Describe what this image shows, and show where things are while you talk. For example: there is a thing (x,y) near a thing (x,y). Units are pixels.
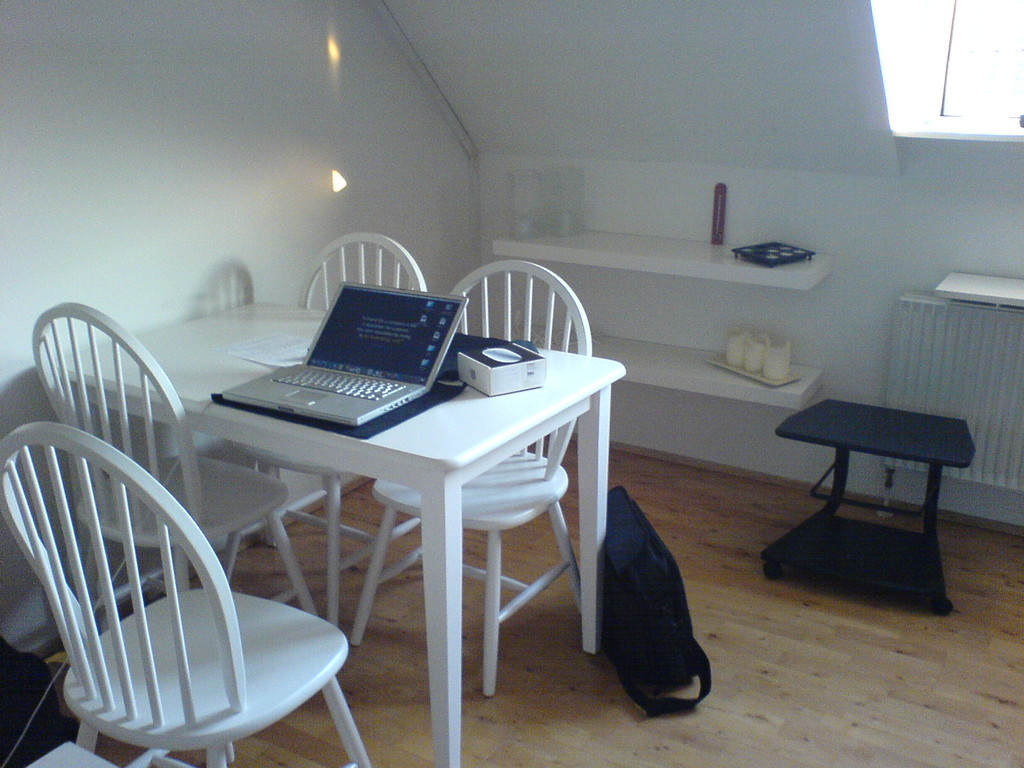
In this picture there is a inside view of the room (293,544). In the front (453,551) we can see a white color table (460,435) and a chairs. On the top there is a silver color laptop (398,365). Behind there are two floating shelves (684,356) and on the right side (831,495) there is a black color table (923,529). On the top (914,86) there is a glass window (970,42).
